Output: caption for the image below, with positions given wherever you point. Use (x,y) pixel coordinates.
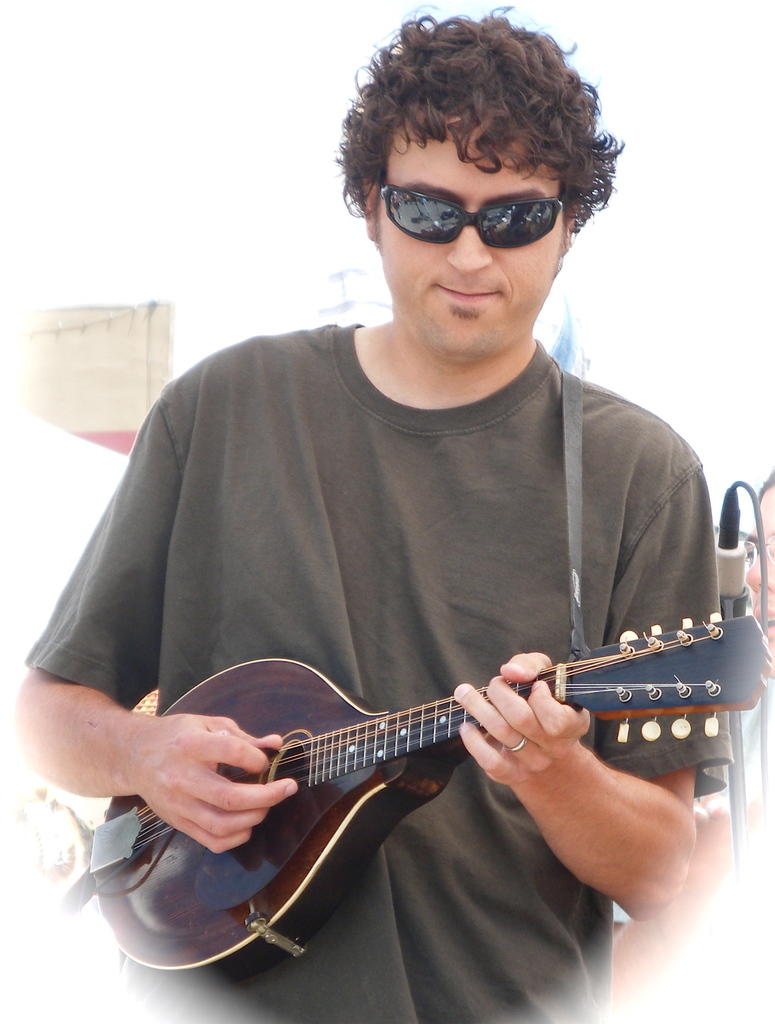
Here we can see a man (366,195) standing, and he is wearing a t-shirt (434,475), and playing the musical instrument (288,798), and here is the microphone (733,560).
